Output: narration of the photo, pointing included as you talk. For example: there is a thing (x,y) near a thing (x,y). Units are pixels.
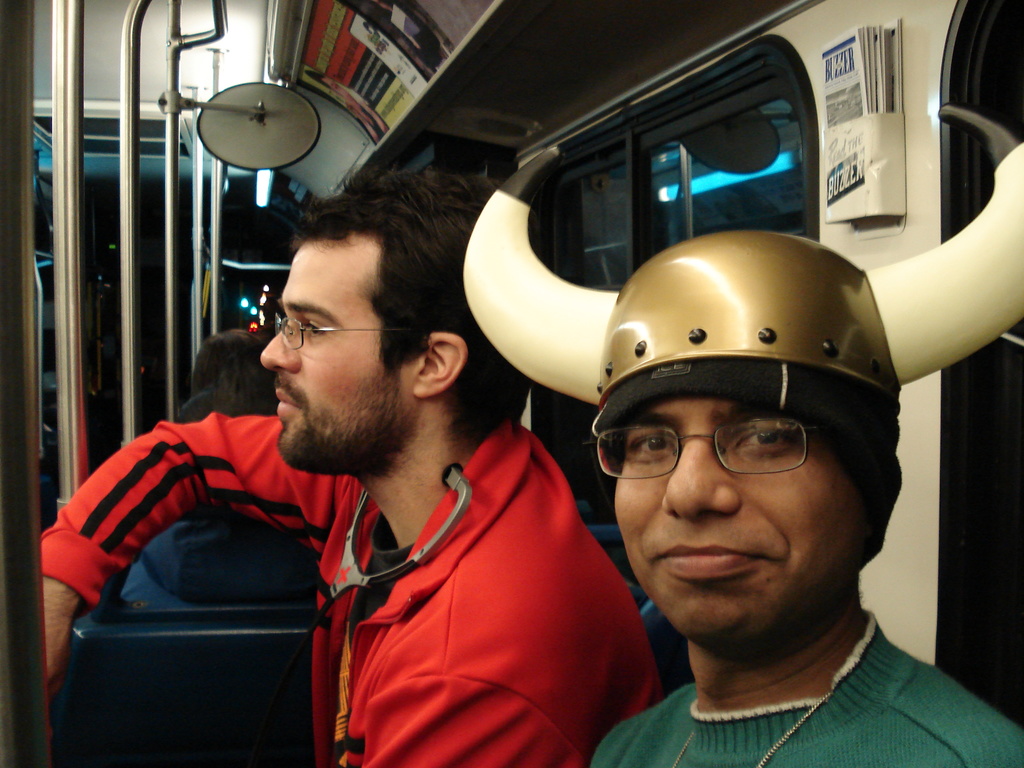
In front of the image there is a person (728,391) wearing a helmet (697,358), beside him there is another person (407,358) and there are some other people (240,360) in the seats (182,691), in front of them there are metal rods (217,320), at the top (407,49) there are some posters (358,78), behind them there are glass windows (778,182).
